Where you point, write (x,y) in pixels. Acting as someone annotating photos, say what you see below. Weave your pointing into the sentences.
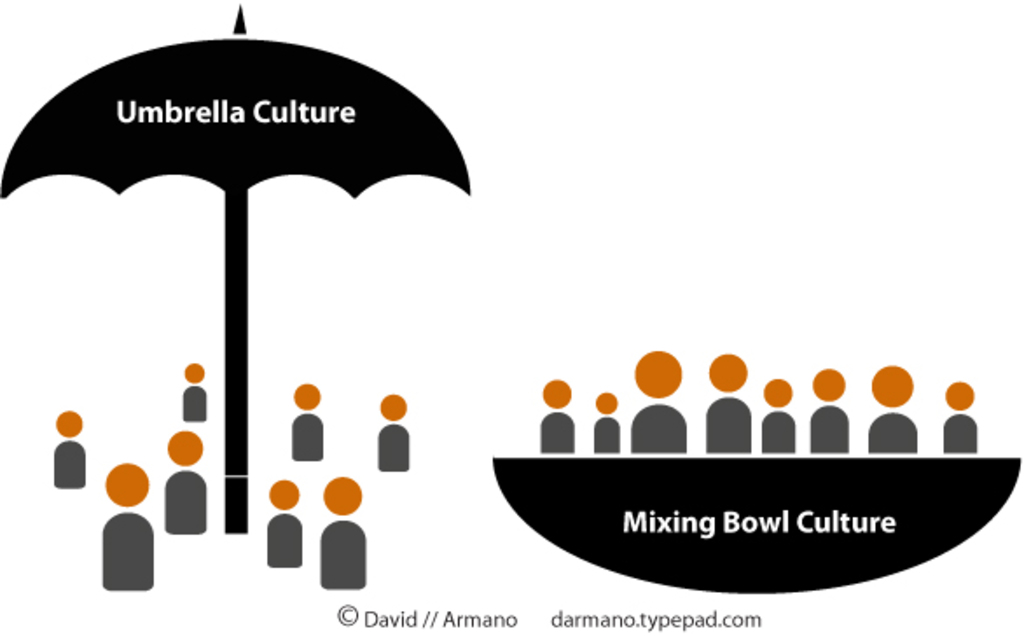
In this image I can see a poster (556,345). In the poster (586,511) I can see an umbrella (272,169) and a bowl (619,508) and I can see something written on the image.
